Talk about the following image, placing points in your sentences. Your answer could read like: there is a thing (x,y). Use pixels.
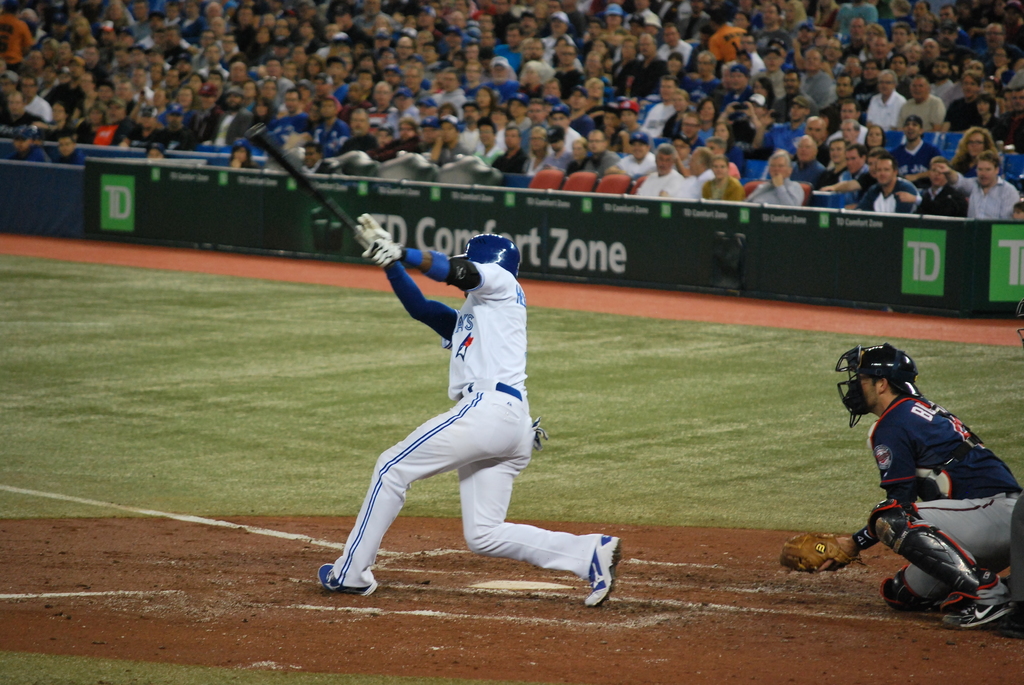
In the image there is a man (484,321) in white dress (507,377) holding a baseball bat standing on mud floor (449,560), behind him there is another man (900,531) sitting, this is on baseball field (54,295), in the back (927,115) there are many people (706,145) sitting on chairs (490,172) and looking at the game.
